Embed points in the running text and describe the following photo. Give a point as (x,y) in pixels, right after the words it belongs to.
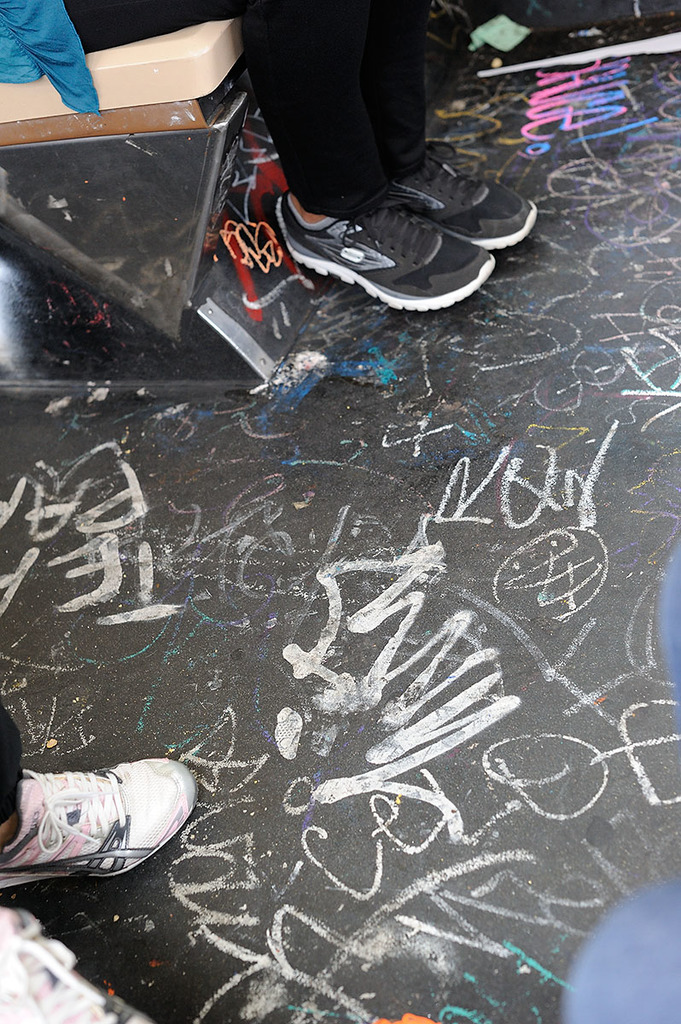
In this image we can see the legs (414,9) of a person (351,206) on the top left side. Here we can see the bench (54,193). Here we can see the shoes (81,830) on the bottom left side (123,826). Here we can see something written on the floor (606,345).
